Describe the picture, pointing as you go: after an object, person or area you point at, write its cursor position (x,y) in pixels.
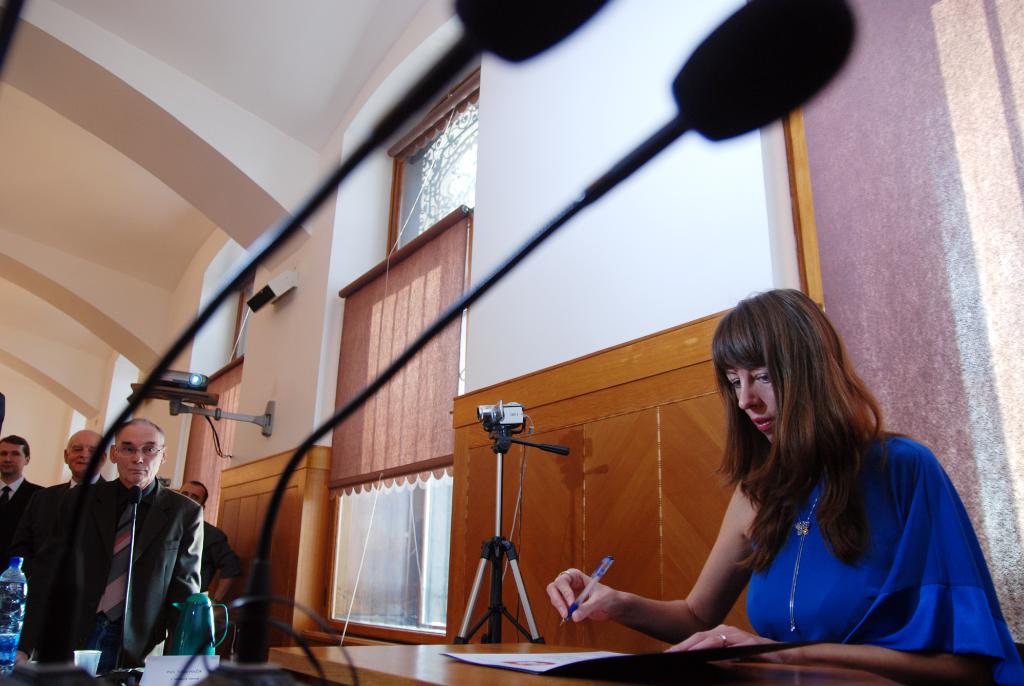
In this image there is a lady (577,614) sitting beside the table (716,681) and holding a pen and on the table (590,672) there is a book (593,663), there are a few people (7,469), microphones (282,483), a camera (510,426) to the camera stand (497,529), a bottle (4,640), glass (76,653) and a plastic jar (192,645) on the other table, few windows (392,563) and window cloths (396,325) rolled into a stick (423,238) and the threads (367,529) attached to the sticks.
